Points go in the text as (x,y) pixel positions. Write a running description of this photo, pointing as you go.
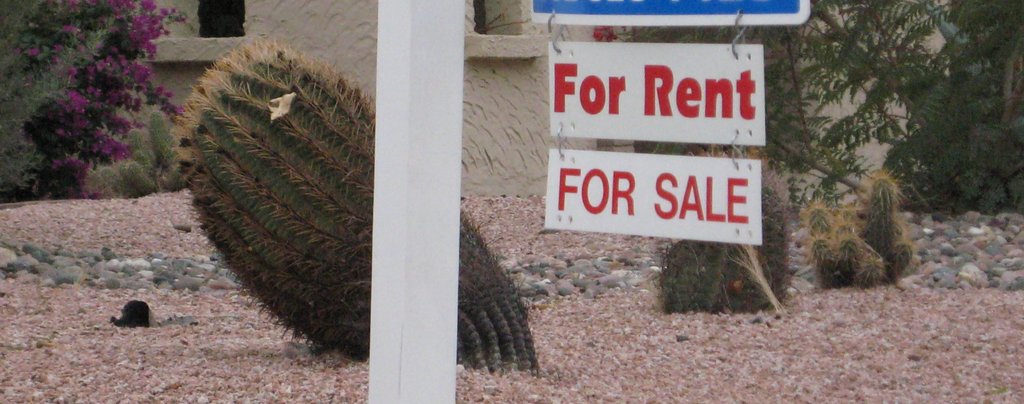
In this image few cactus plants (784,275) are on the land (555,320) having some stones (683,326) on it. Top of image (611,119) few boards (616,131) are hanged one below the other. Middle of image (400,198) there is a pole (445,165). Left top of image (14,41) there are few plants (74,110) having flowers (121,18). Right side (1005,61) there is a plant (896,77). Behind it there is a wall (863,97).
